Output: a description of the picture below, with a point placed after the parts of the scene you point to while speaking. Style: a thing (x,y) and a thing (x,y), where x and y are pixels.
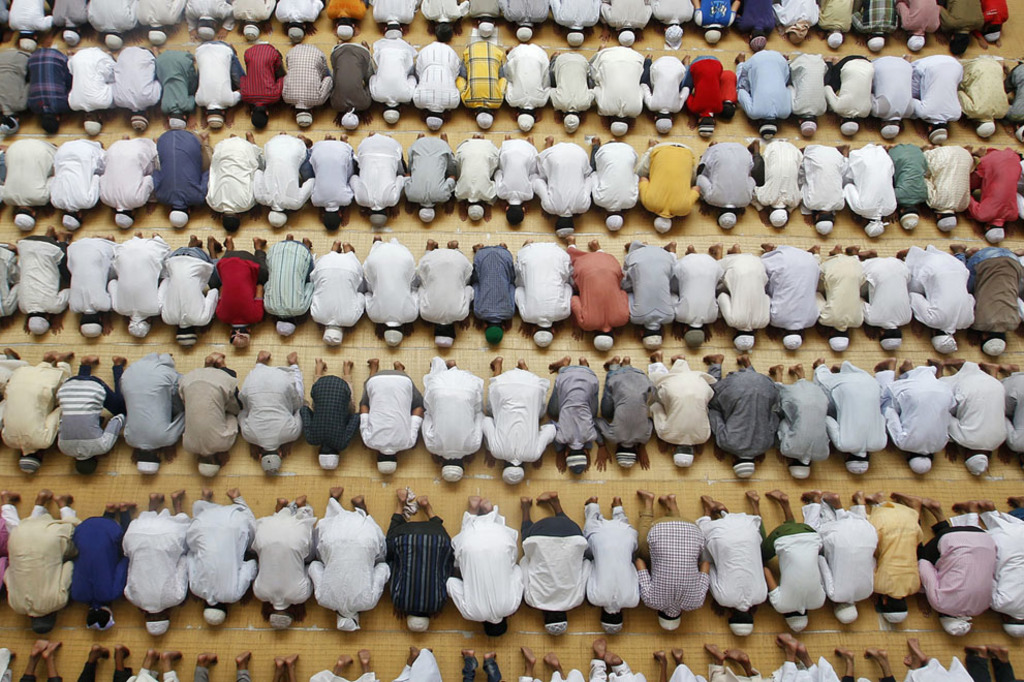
In this picture we can see a group of people (228,277) on the ground (120,346).
